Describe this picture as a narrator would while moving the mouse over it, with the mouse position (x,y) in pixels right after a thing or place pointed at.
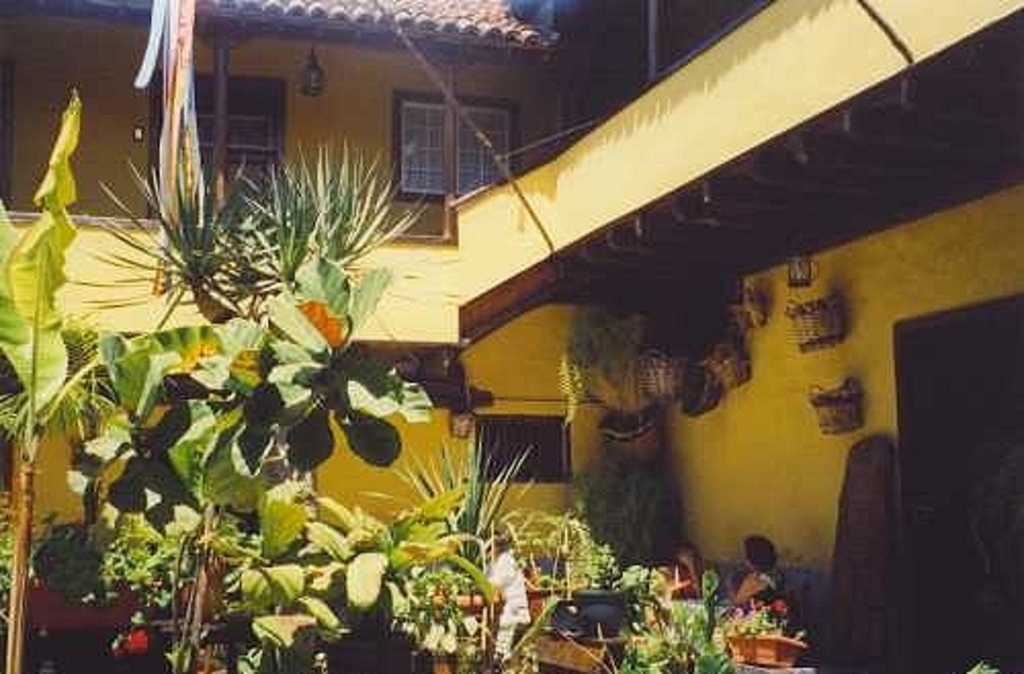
In this image there is a building (407,345) and we can see plants (287,589). There are trees (195,459). We can see baskets (704,407) and there are windows (408,162).
